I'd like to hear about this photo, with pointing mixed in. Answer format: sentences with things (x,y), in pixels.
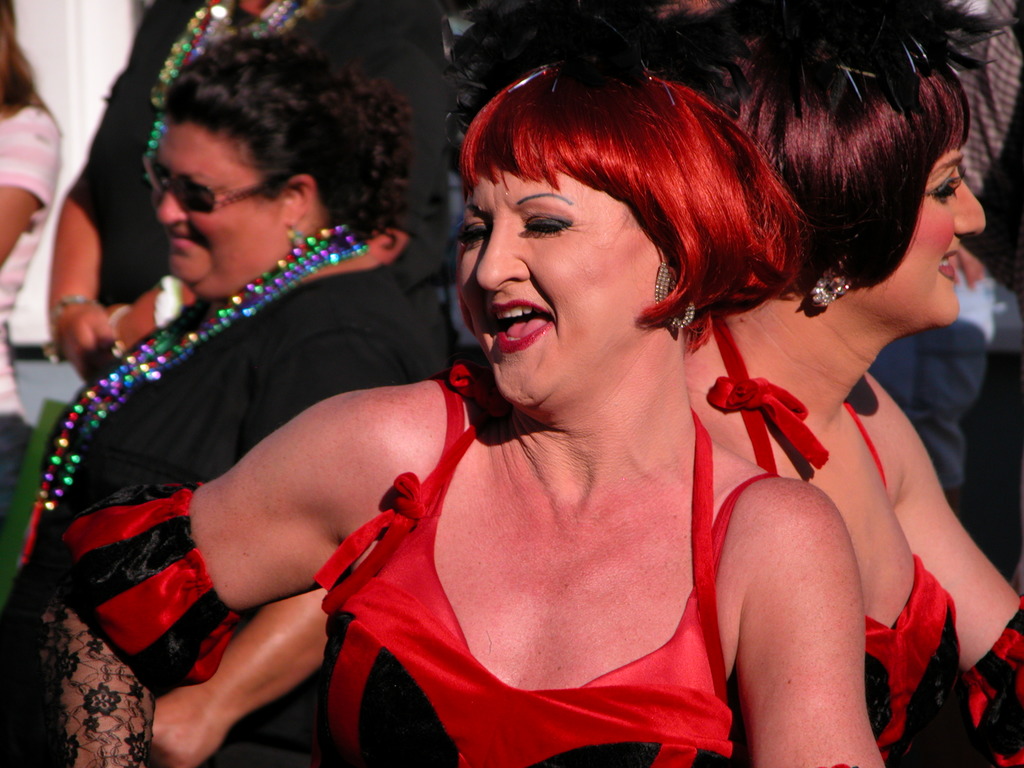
In the foreground of the image (360,733) there are two ladies (819,447) dancing. In the background of the image (309,147) there are people (395,43).
